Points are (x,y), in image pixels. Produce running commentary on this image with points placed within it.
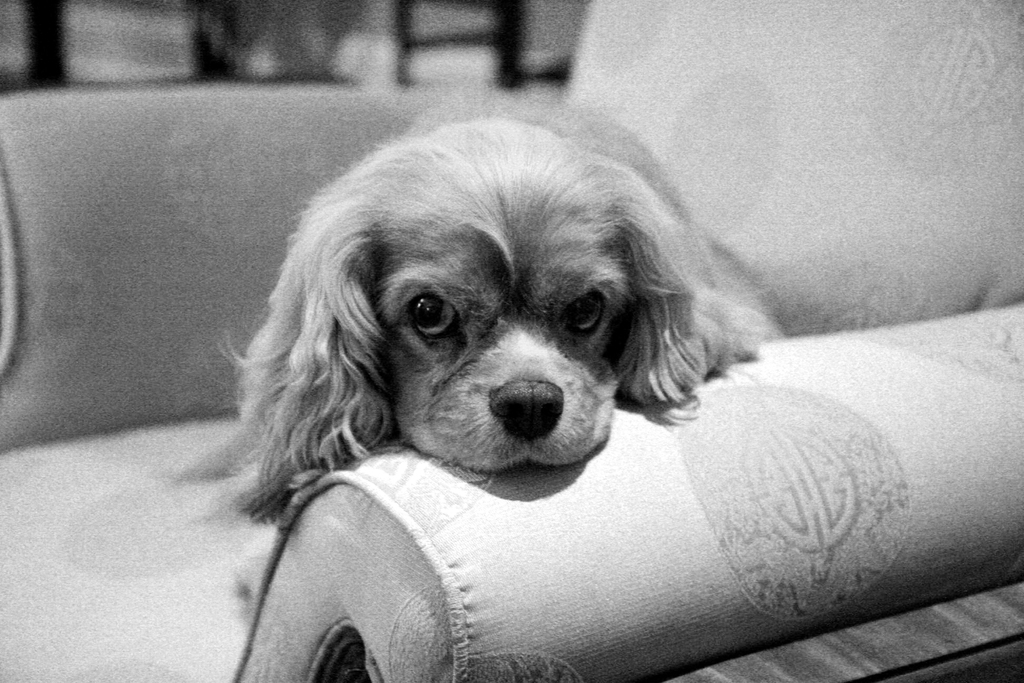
In this image I can see the dog (363,381) on the couch (223,534). And this is a black and white image.
